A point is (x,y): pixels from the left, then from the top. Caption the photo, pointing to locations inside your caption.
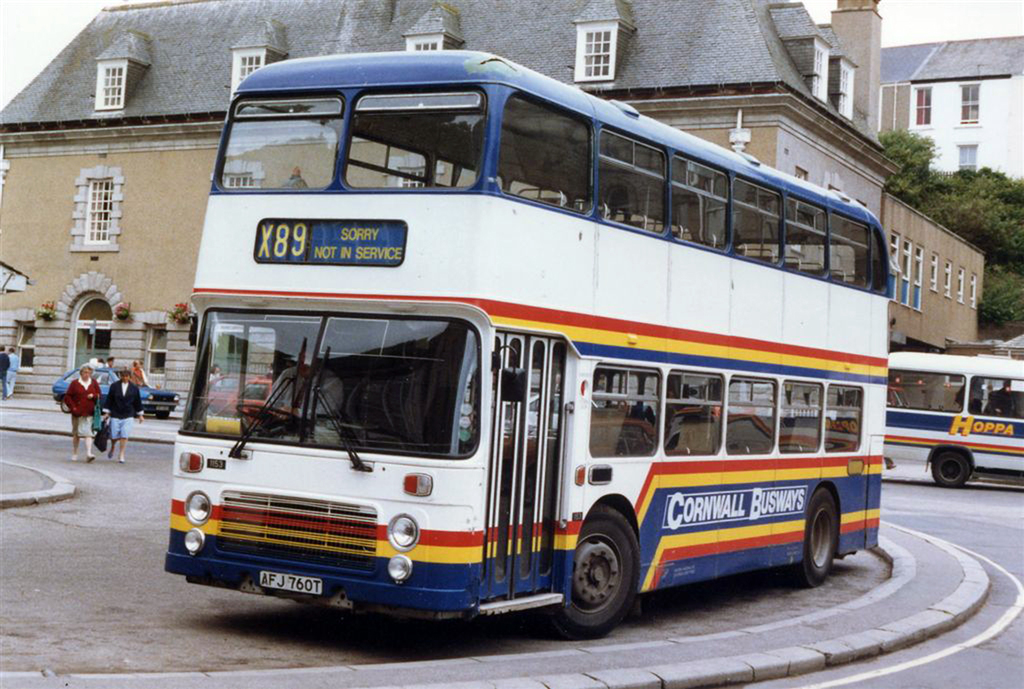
There are vehicles (574,479) and few persons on the road (461,633). Here we can see buildings (977,337), trees (948,210), windows (603,184), and flower bouquets (174,317). This is sky (919,43).
